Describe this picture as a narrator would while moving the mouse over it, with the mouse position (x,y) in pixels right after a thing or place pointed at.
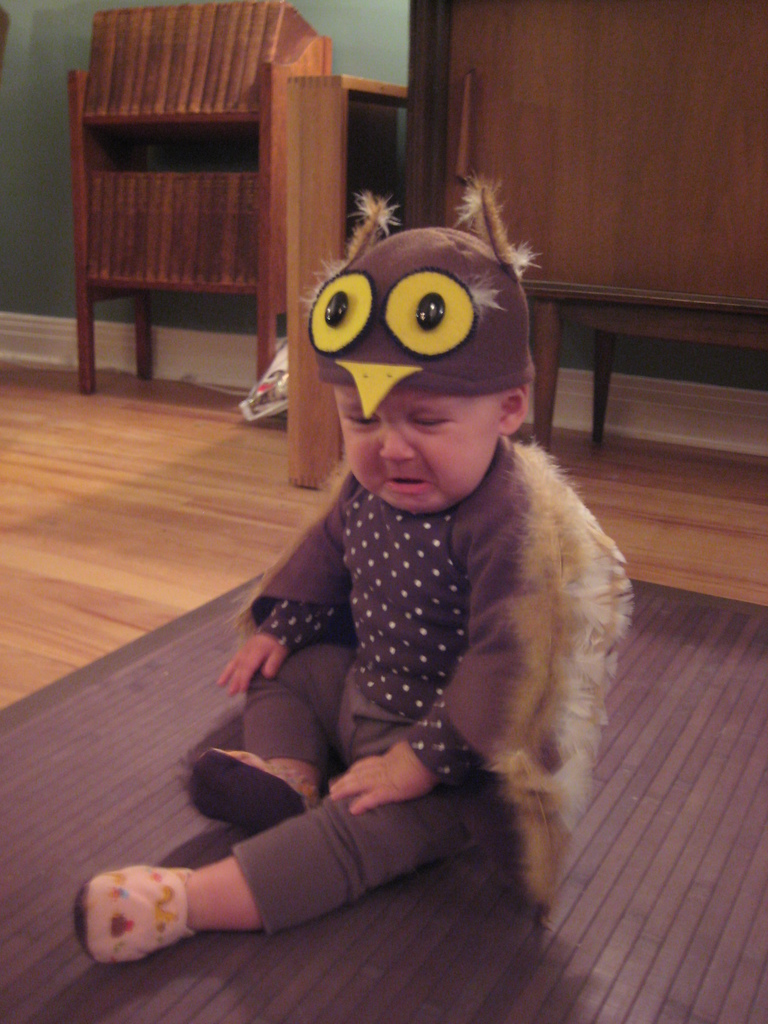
In the image we can see a baby (366,631) sitting, wearing clothes (370,698), shoes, the cap (437,322) and the baby (405,407) is crying. Here we can see carpet (112,750), wooden floor (128,509) and wooden cupboards (470,128).
